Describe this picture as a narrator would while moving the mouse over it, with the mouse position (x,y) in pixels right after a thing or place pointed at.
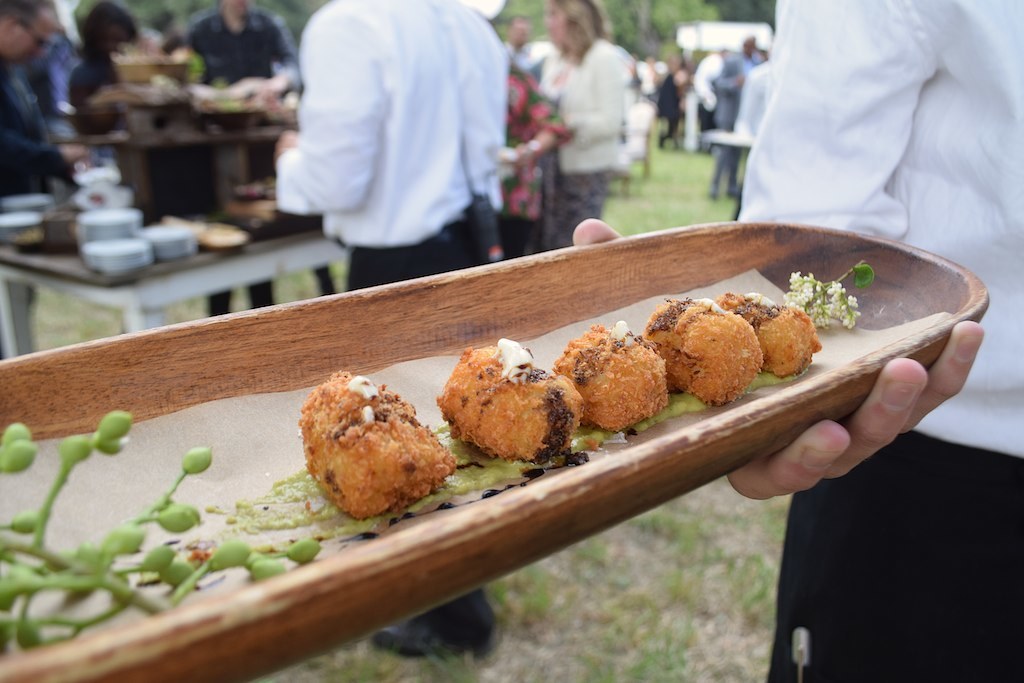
In this image I can see a person (942,117) white and black colored dress (904,136) is standing and holding a wooden object (685,459) in his hand (855,431) and I can see a food item (441,449) which is brown in color. In the background (451,145) I can see few persons (497,101) standing, a table (242,171) with few objects (152,176) on it and few trees (664,16).
